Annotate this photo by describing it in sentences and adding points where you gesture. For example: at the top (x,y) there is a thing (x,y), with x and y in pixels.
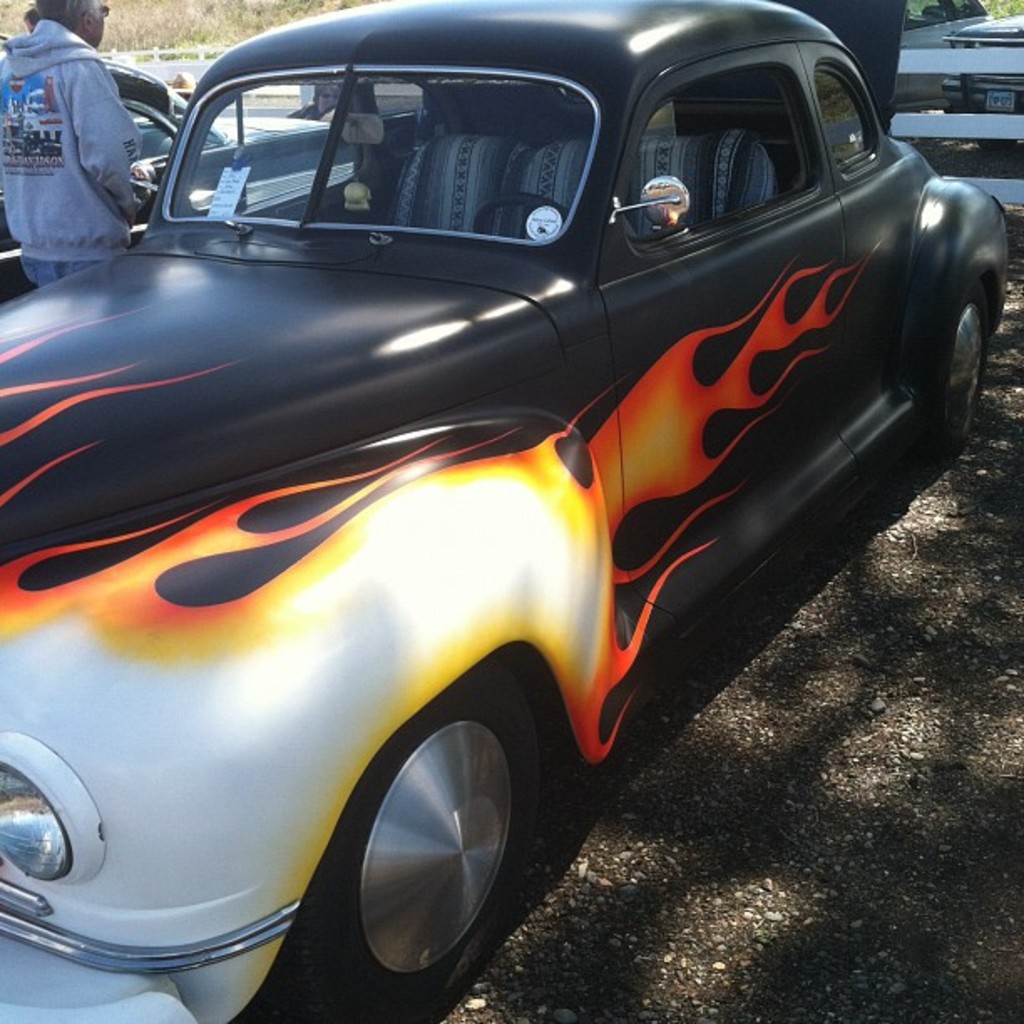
In this picture, we can see a few cars (504,544), road (730,685), fencing (985,185), and a person (96,38).
